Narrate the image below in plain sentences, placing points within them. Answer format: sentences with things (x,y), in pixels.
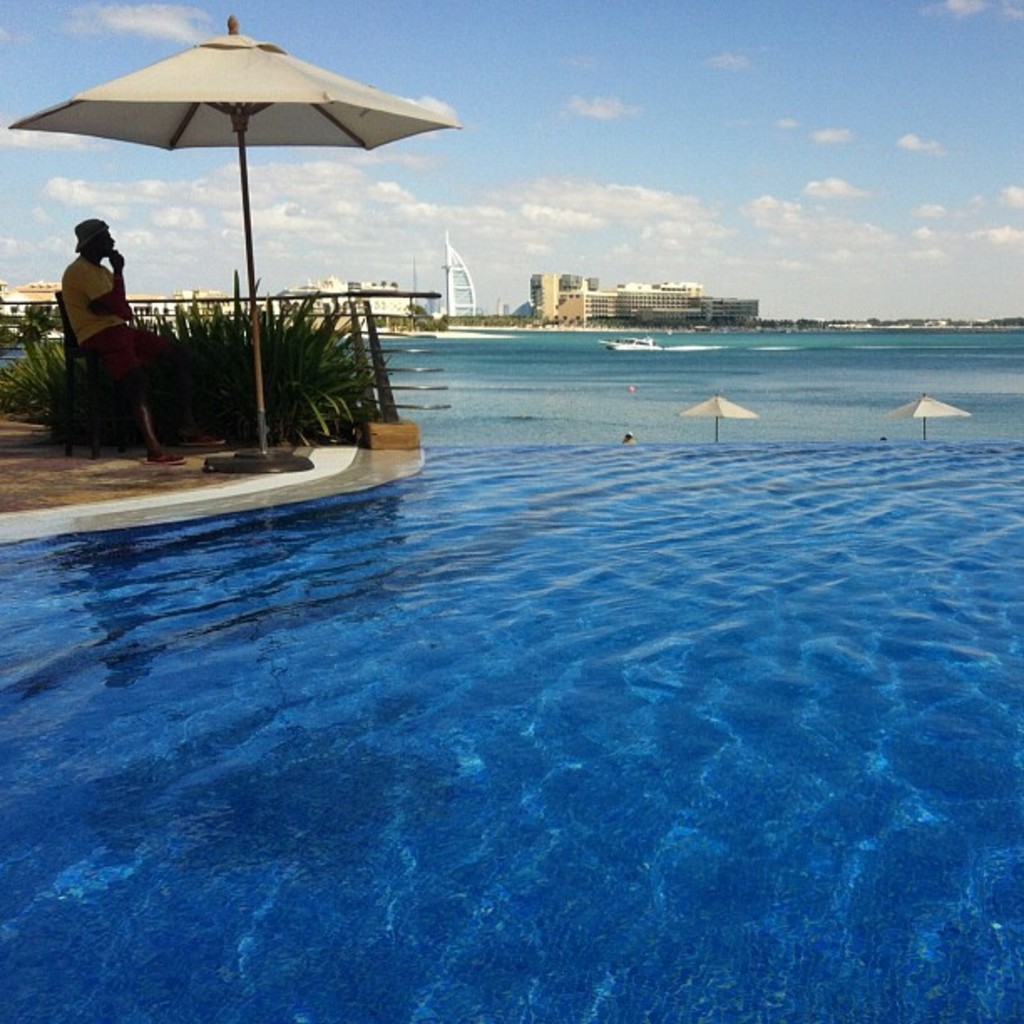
This image consists of water (603,605) in the middle (379,608). There is something like an umbrella (280,91) on the left side (252,299). There is a person (141,369) sitting on the left side (140,339). There are buildings (726,312) in the middle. There is a boat (619,344) in the middle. There is sky (619,174) at the top (533,214).
